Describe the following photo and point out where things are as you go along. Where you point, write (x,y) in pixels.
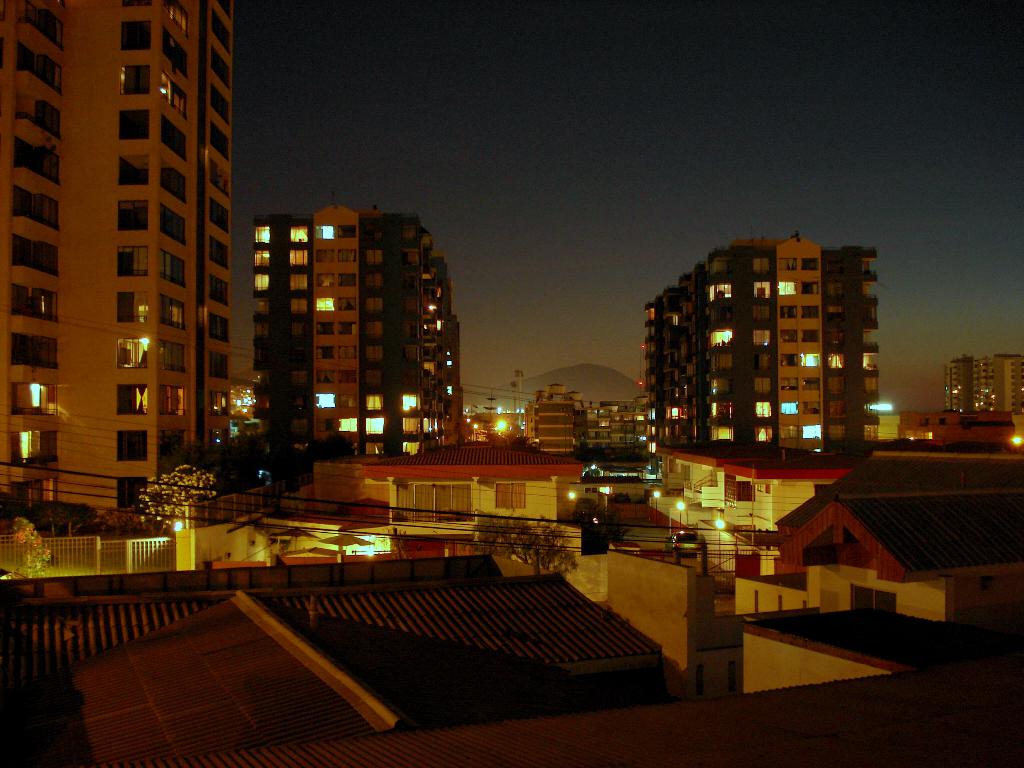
In this image we can see some buildings (582,480), trees (611,508), lights (372,539) and in the background of the image (600,364) there is mountain (583,396) and clear sky (468,140).
